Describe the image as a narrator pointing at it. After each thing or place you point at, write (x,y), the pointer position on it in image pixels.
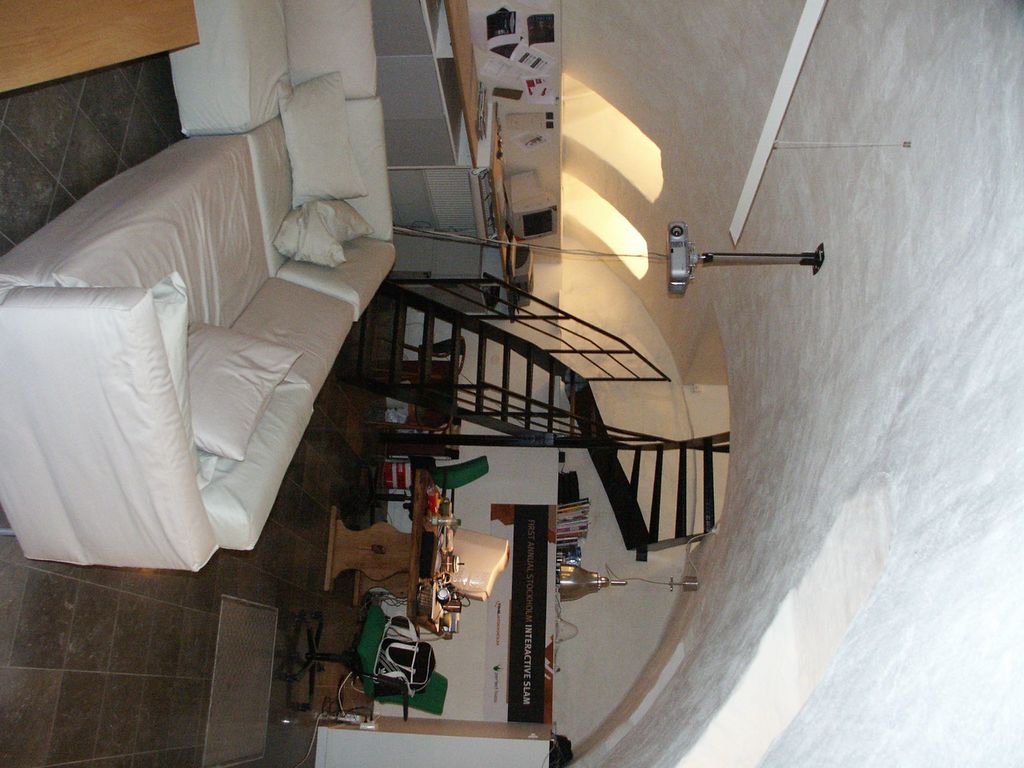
In this picture there is a inside view of the living room (136,494). In the front (136,494) we can see the white color sofa (144,387). Behind there is a black color railing (484,400) and steps (570,396), Beside there is a study table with green color chairs (328,652). Above there are many books (568,560) in the shelf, hanging light (571,574) and a projector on the ceiling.
